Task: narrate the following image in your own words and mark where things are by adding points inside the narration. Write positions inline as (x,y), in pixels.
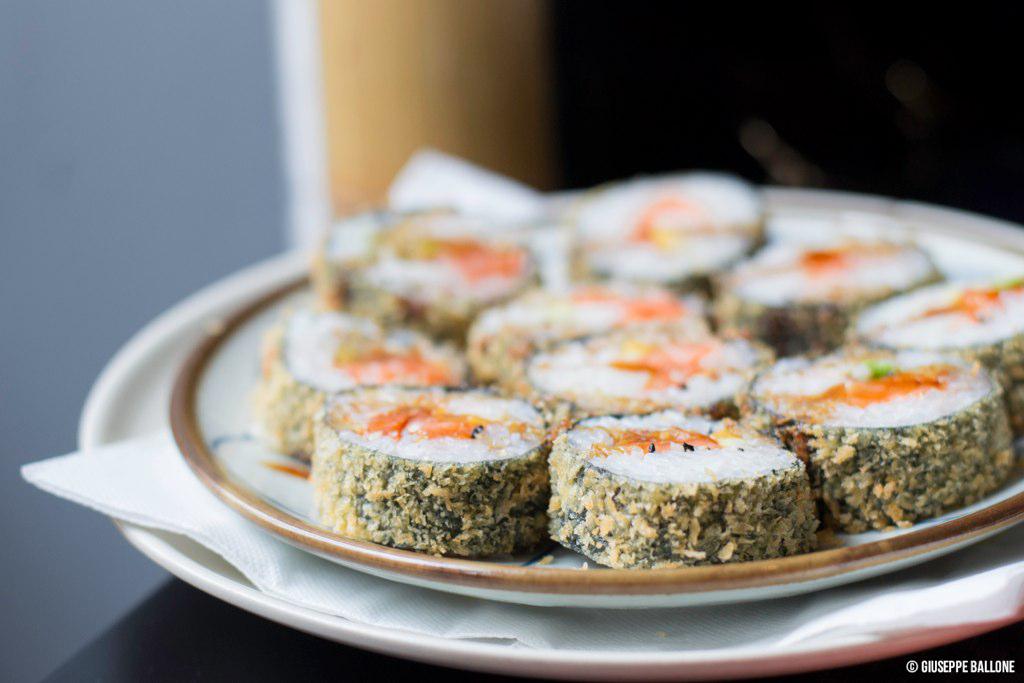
This picture we can observe some food (455,410) placed in the white color plate (235,477). There is a tissue (167,505) in the plate (497,592). The plate (152,370) is placed on the black color table (192,639). The background (129,152) is completely blurred.
